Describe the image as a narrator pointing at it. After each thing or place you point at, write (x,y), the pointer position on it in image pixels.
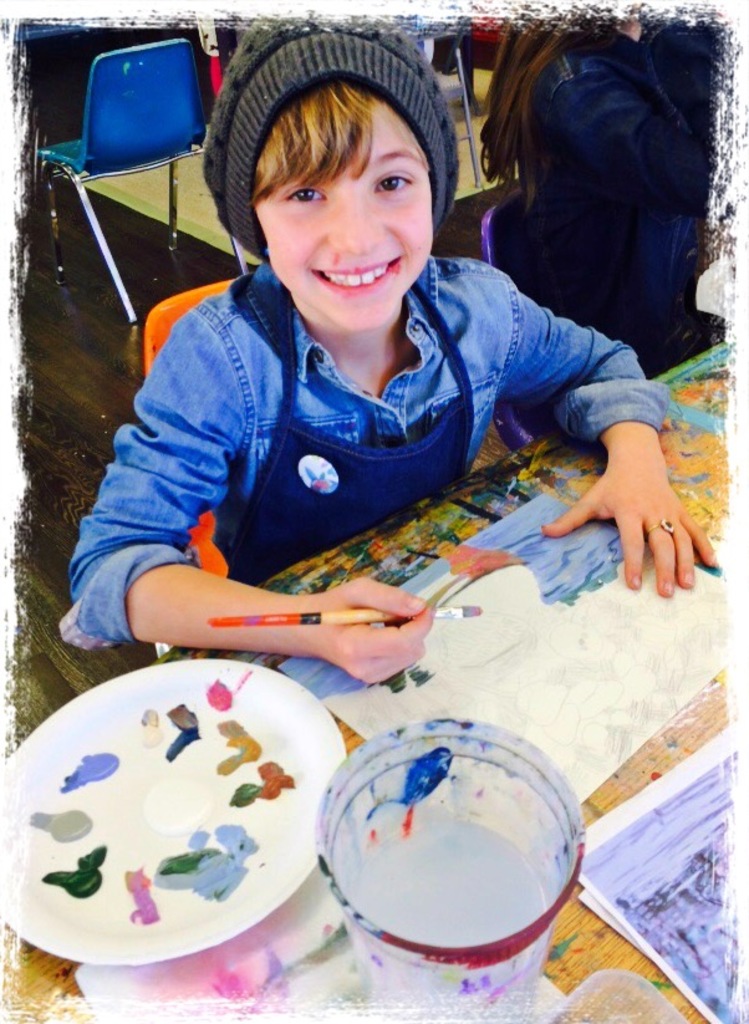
This looks like an edited image. I can see two people (377,430) sitting. This person (338,427) is smiling and holding a paint brush (411,622). I can see a table (693,402) with a plate (103,864) of colour (235,874), papers (681,874), glass (428,1000) of water (387,923) and few other things (670,924) on it. I think this person (341,395) is painting on a paper (511,610). At the top of the image (134,86), I can see a chair (126,166) on the floor (65,518).
